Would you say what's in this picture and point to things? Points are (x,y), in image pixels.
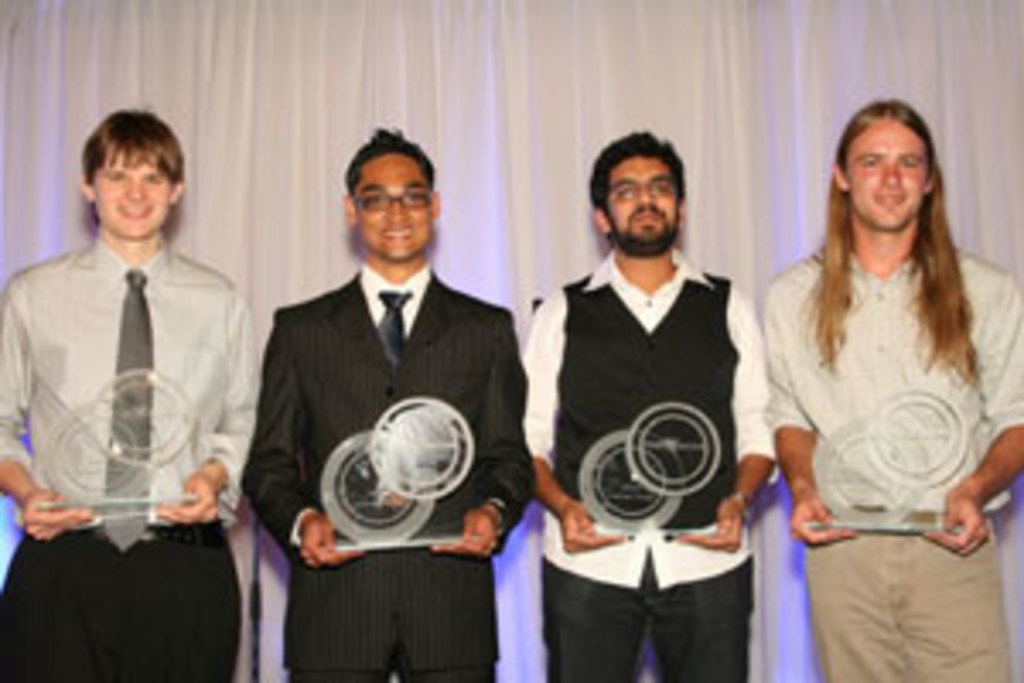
In this image there are four people (560,384) standing with a smile on their face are holding trophies (396,432) in their hand (213,509), behind them there is a curtain (343,274).
